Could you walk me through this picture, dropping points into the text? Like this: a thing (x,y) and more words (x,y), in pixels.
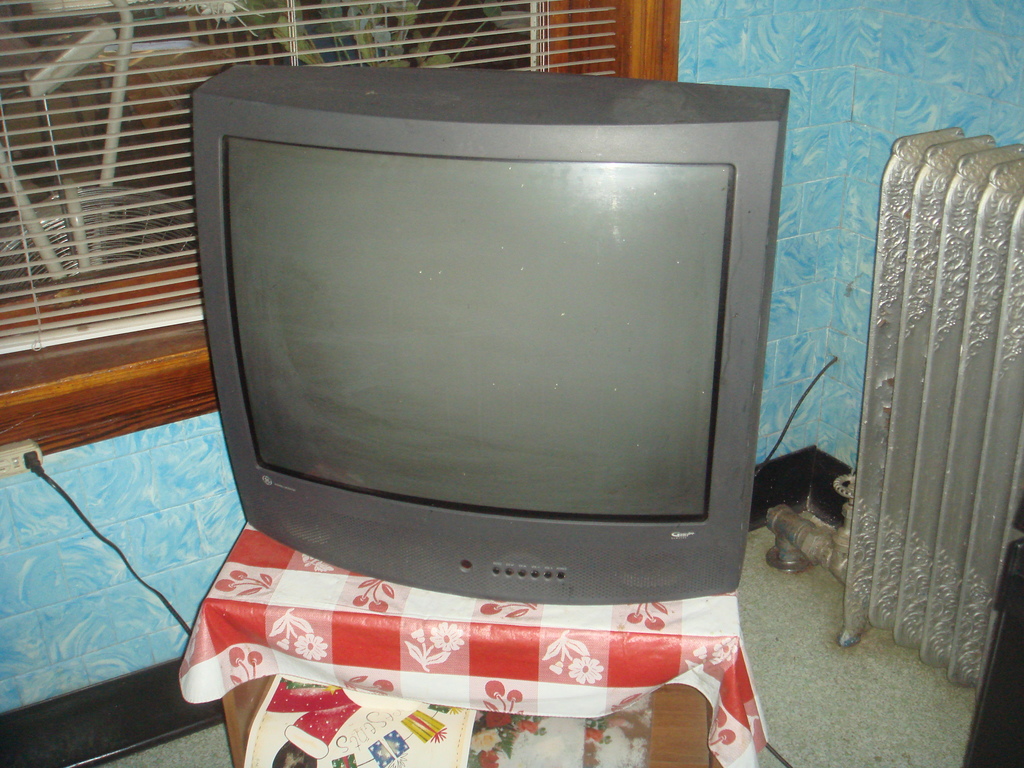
In this picture I can observe television (451,236) in the middle of the picture (346,468). In the bottom of the picture (360,623) I can observe a stool (682,702). In the background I can observe window blinds (147,162).
